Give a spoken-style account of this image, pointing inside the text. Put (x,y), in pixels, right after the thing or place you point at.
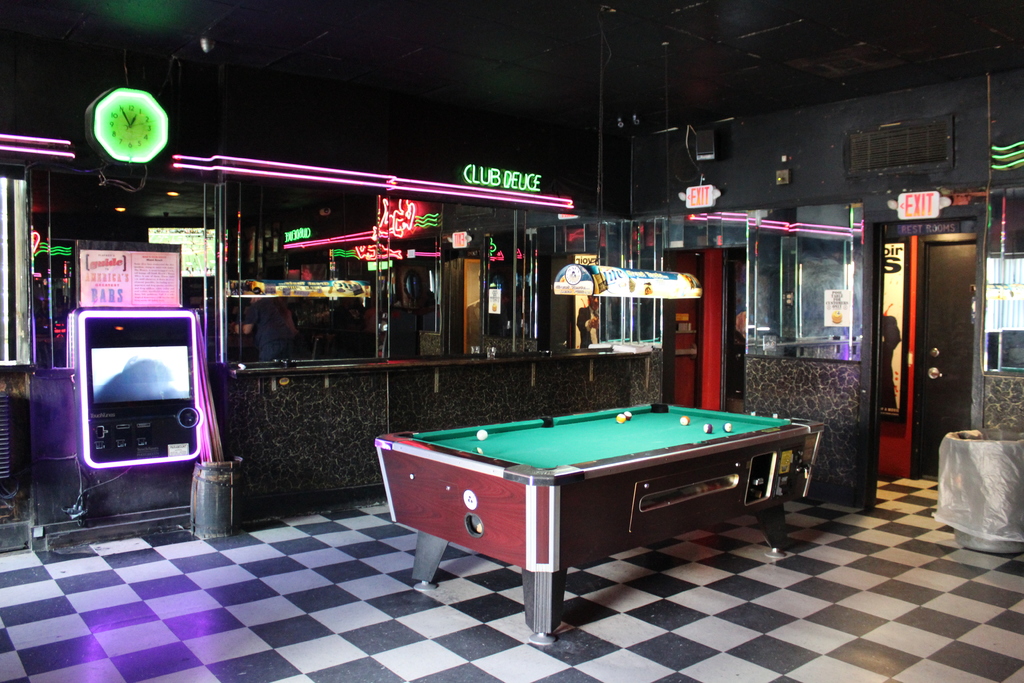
In this image I can see the billiard board (603,524). On the board (586,506) I can see some balls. To the side I can see the screen (184,346), glass (432,327) and stalls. I can also see the person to the side. In the top (104,139) I can see the exit boards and the clock (140,104).
